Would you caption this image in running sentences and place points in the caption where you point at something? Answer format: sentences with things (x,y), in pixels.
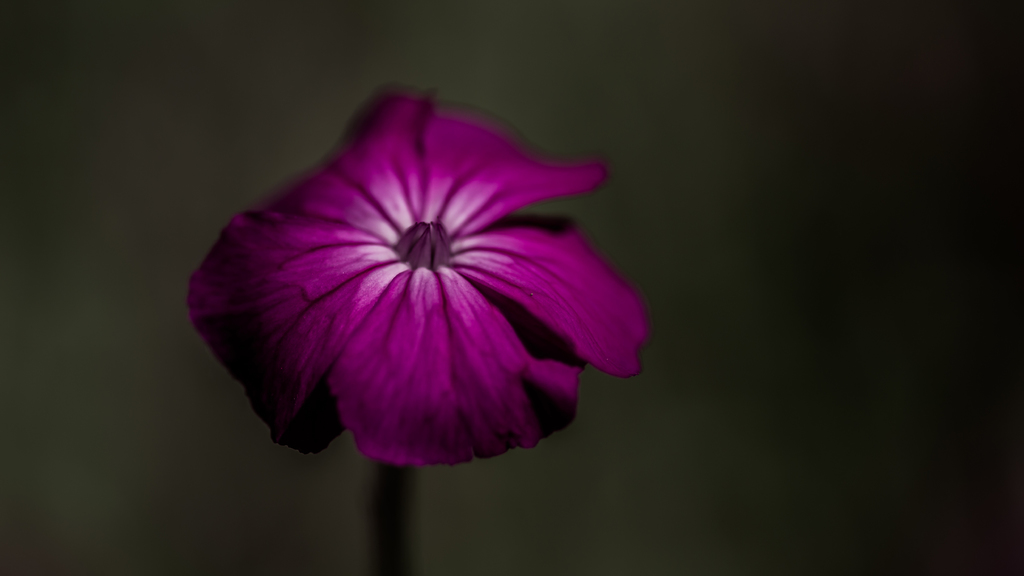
In this picture we can see a flower (446,268).
